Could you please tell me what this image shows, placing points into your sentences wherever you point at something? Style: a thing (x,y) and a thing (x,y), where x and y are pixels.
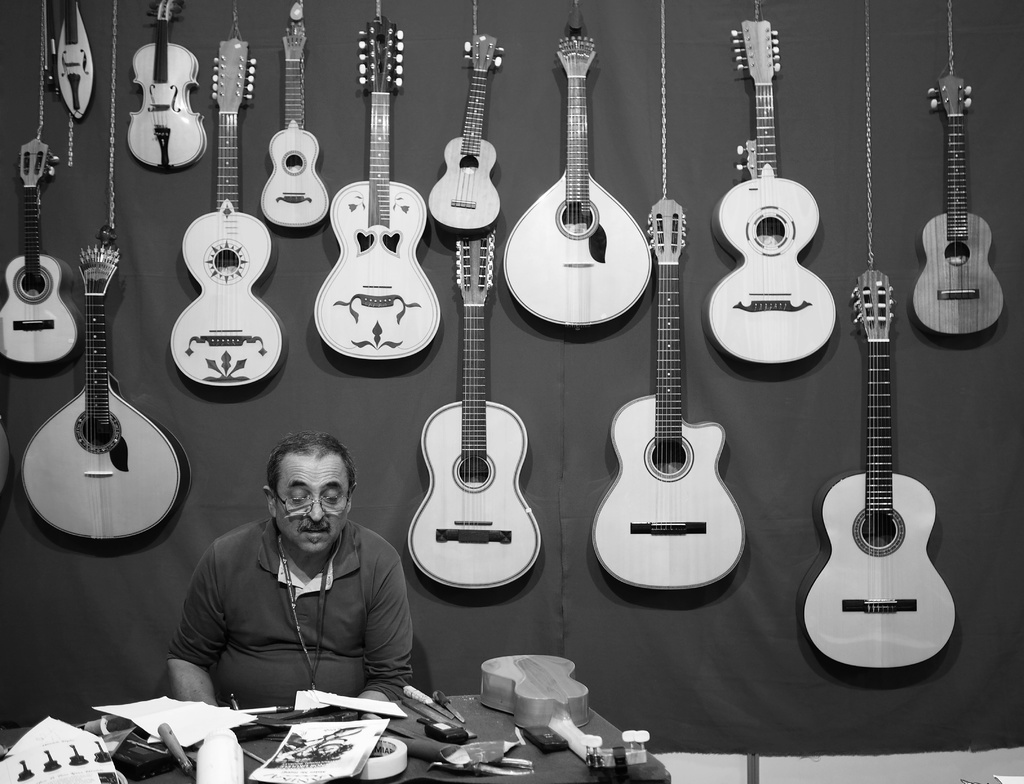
This person (235,539) sitting on the chair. We can see musical instrument (591,759), poster (355,755), papers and things (401,752) on the table (451,744). On the background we can see guitars (400,268) and musical instruments (671,359).
